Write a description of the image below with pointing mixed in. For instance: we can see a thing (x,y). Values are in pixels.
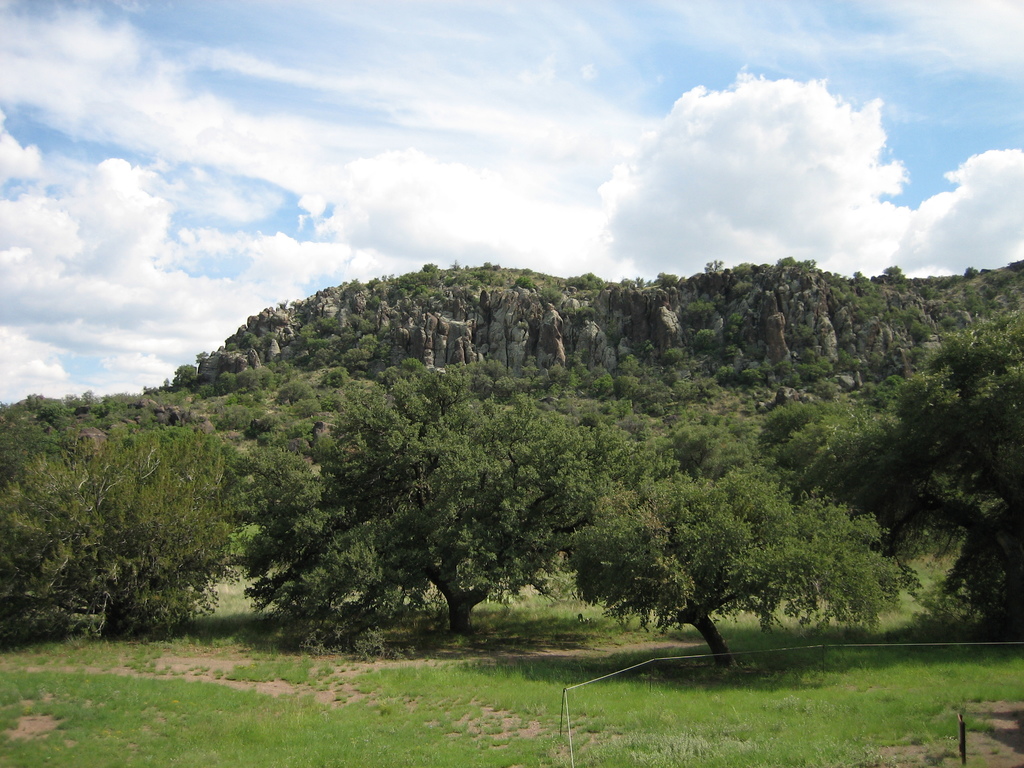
This image is taken outdoors. At the bottom of the image (191,691) there is a ground (246,698) with grass (594,710) on it. In the middle of the image (491,357) there are a few hills (538,365) and there are many plants (366,448) and trees (366,448). At the top of the image (141,179) there is a sky (345,176) with clouds (766,119).
